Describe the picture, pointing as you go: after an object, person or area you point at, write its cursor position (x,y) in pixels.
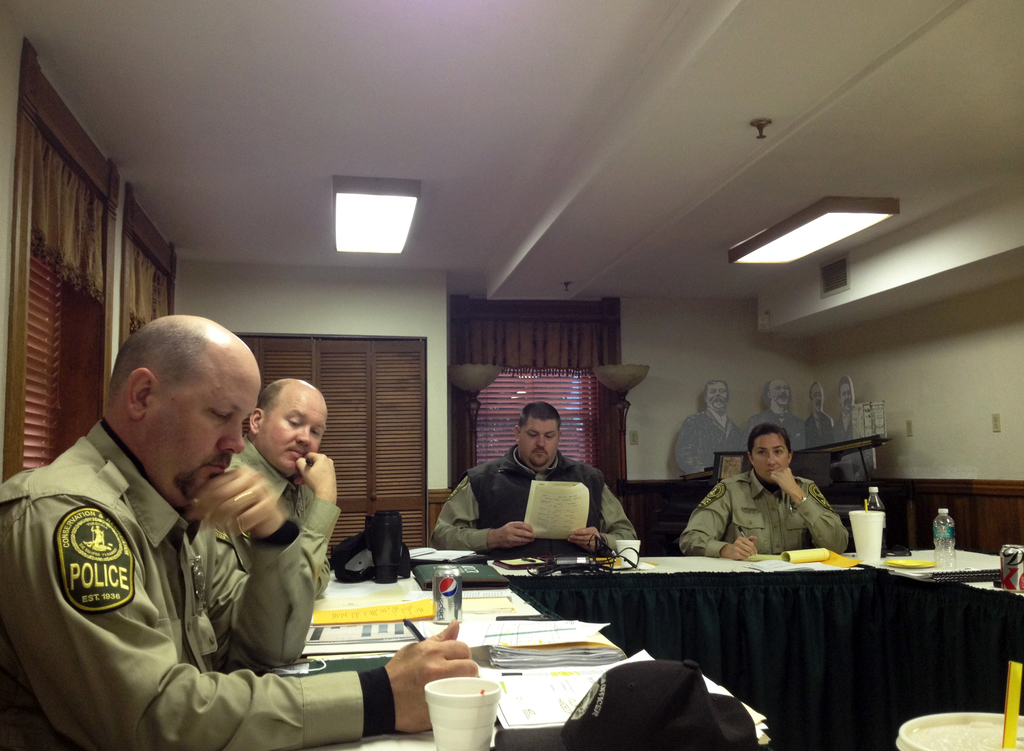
There are three men (298,552) and a woman (721,493) in the room (704,493). The man (282,552) to the left corner (290,552) is holding a pen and writing and the man (320,567) beside him is looking at his writings (375,609). The woman (799,527) to the right corner (799,534) is also holding a pen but she is not writing. The man (597,511) beside to her is looking at a paper (582,511). There is a table (621,576). On the table (568,597) there are papers (523,624), files (515,632), bottles (940,539), tin (458,615), cable wires (545,577) and glasses (491,685) too. There are two tube lights (400,246) to the ceiling (690,232). There are some cupboards (296,352) in the background (312,354) attached to the wall (205,306). Behind woman (737,503) there is a sketch (703,414) of four men (704,415).
